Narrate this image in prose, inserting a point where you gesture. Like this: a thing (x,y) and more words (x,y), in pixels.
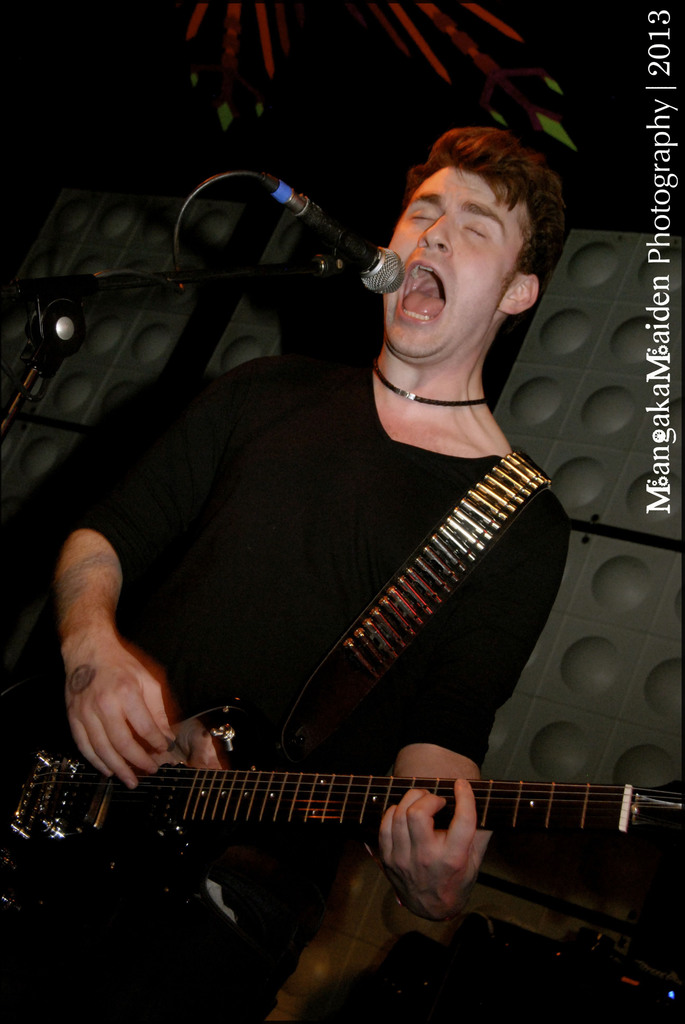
A man (83,712) is playing a guitar (441,784) and also singing on microphone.
